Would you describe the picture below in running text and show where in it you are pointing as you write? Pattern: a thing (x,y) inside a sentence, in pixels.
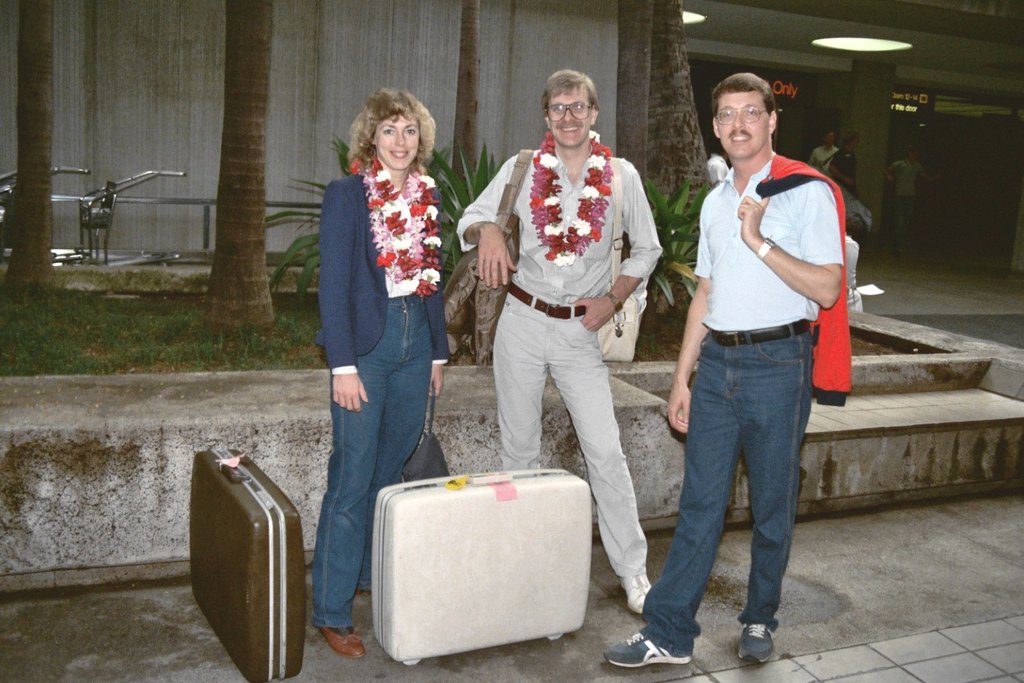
In this image i can see two man (621,215) and a woman (331,214) standing on the road (836,527) in front of the man (539,302) and the women (427,349) there is a suitcase (226,544). At the back ground (420,89) there a plant (469,181), a wall (519,58), and few members (840,177) standing, at the top (866,39) there is light (862,44).
